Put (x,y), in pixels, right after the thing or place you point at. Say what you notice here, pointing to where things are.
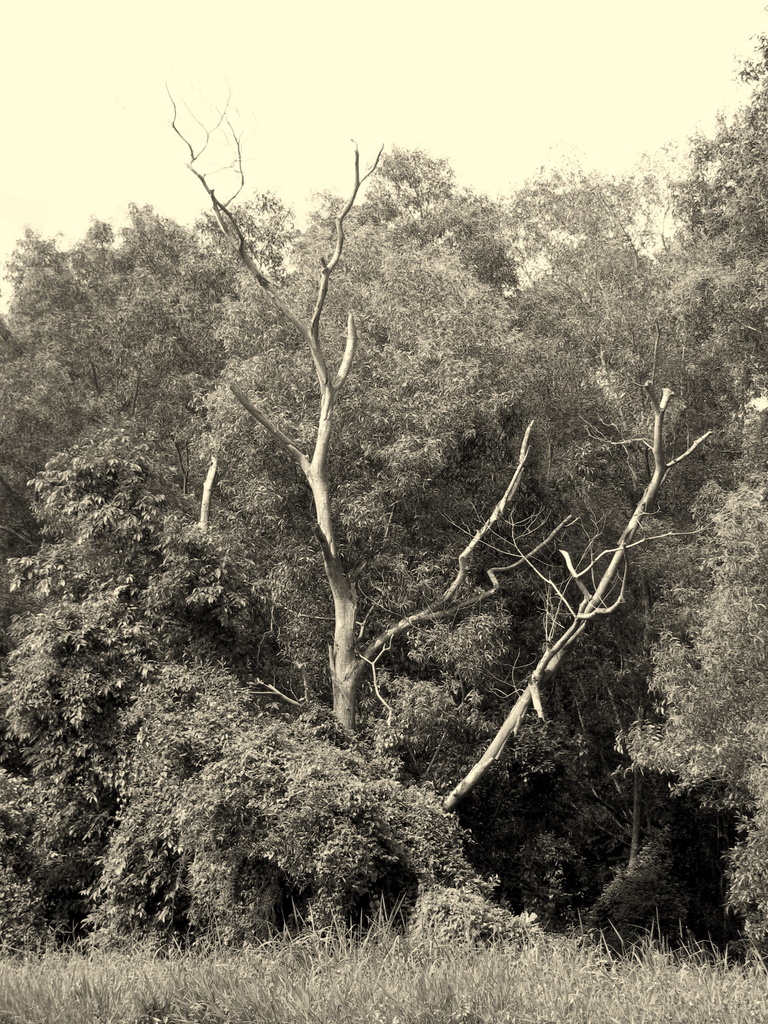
In this picture I can observe trees (227,423) in the middle (304,388). In the bottom of the picture (272,952) I can observe some grass (300,974). In the background (310,82) there is sky (366,57).
